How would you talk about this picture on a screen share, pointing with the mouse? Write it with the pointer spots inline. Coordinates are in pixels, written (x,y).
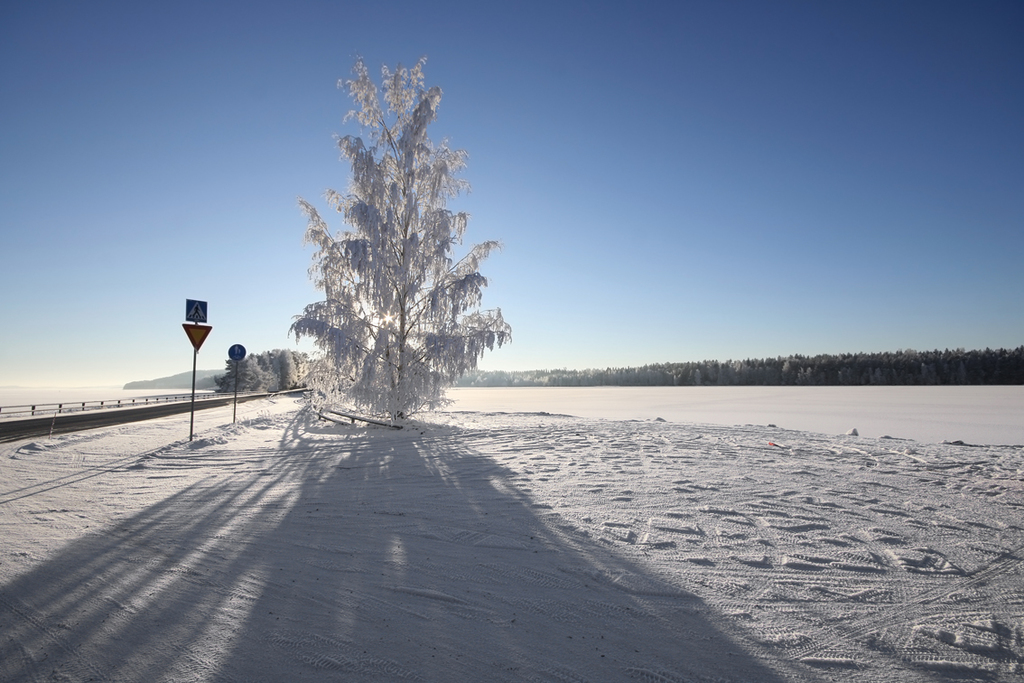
In the image there is a land (330,561) covered with dense snow (537,421) and there is a tree (384,394), it is also completely covered with snow (390,276) and in the background (691,378) there are some trees (866,370) and on the left side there are two caution boards (193,391).
